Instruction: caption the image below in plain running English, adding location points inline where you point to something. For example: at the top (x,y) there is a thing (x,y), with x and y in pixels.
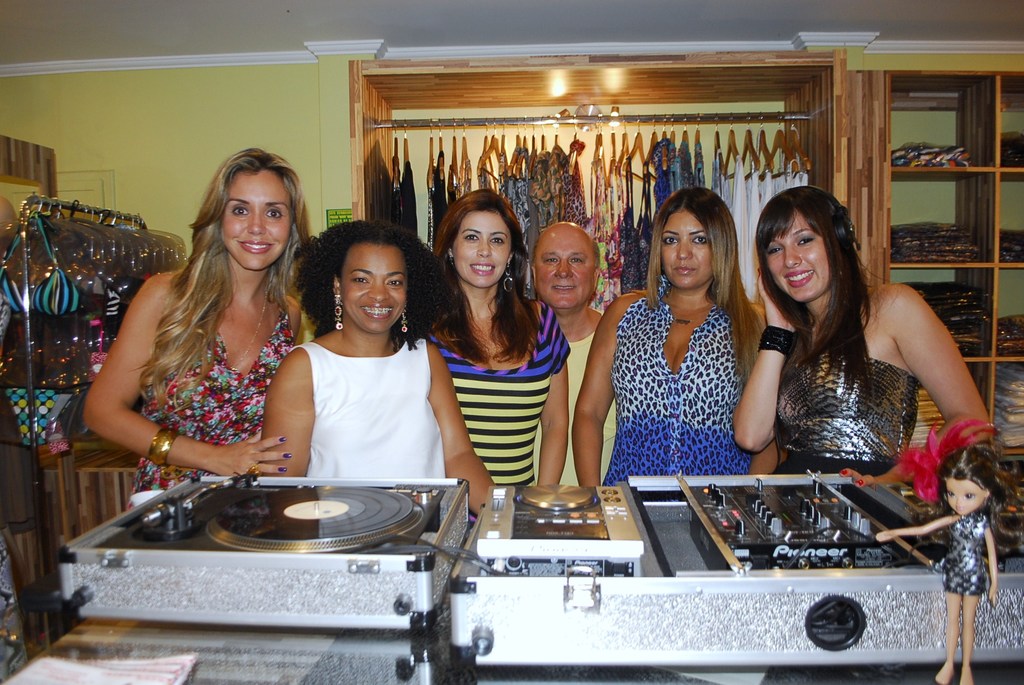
In this image we can see a few people (673,411) standing, in front (736,529) them there are turntables (399,528) and a mixer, in the background (564,162) we can see some clothes (650,180) hanged to the hangers (626,146), we can see wooden shelves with some objects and there is a wall (707,184).
